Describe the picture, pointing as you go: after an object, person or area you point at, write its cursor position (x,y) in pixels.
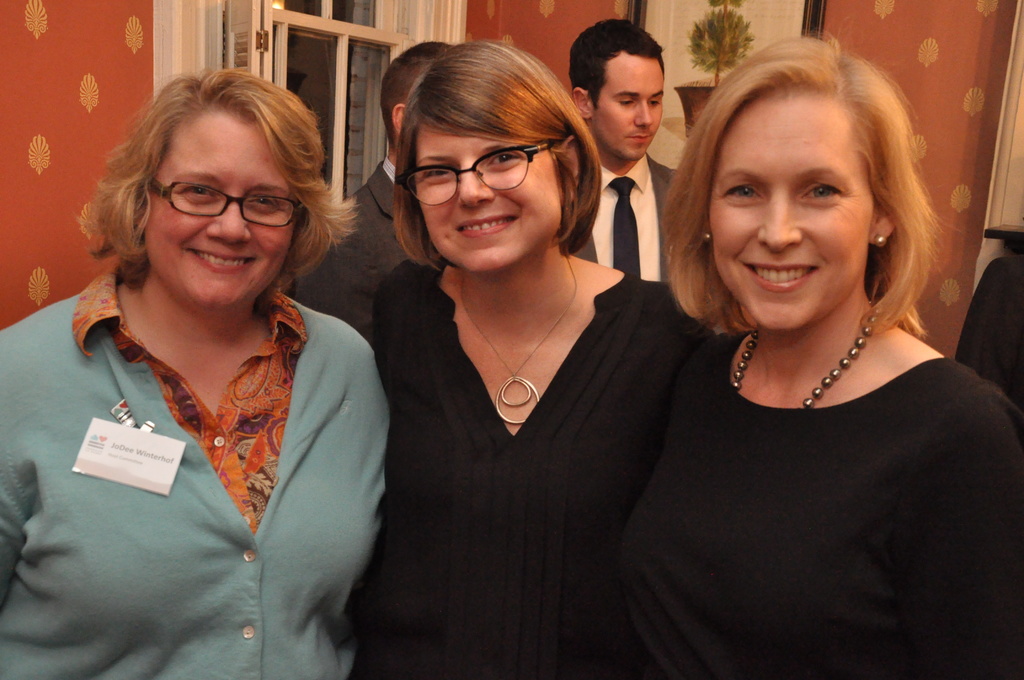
At the bottom of this image (379,515), there are three women (792,280) smiling and standing. In the background (366,225), there are two men (647,68) in suits (625,184), standing, there are photo frames (730,46) attached to a wall (625,12) and there is a door (345,48).
